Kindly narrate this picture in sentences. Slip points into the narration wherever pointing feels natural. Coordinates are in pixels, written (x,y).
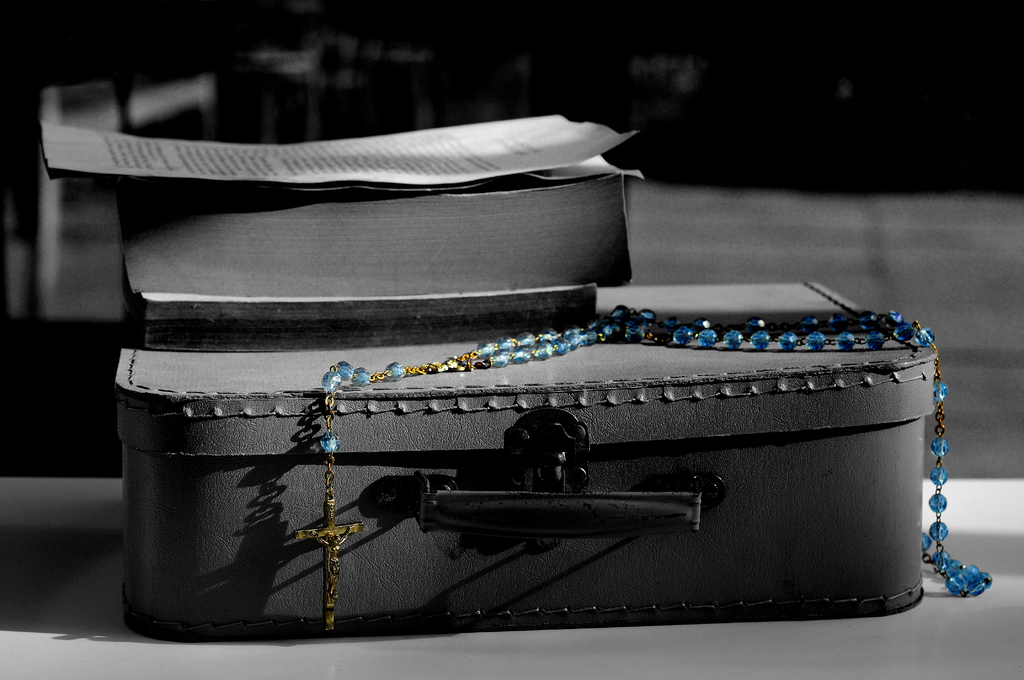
This is a mostly black & white picture. In this picture we can see a box (505,537) and this is a chain (609,325) with holy cross (333,581). Here we can see a holy bible (370,252) and there is a paper (433,157) on it.
